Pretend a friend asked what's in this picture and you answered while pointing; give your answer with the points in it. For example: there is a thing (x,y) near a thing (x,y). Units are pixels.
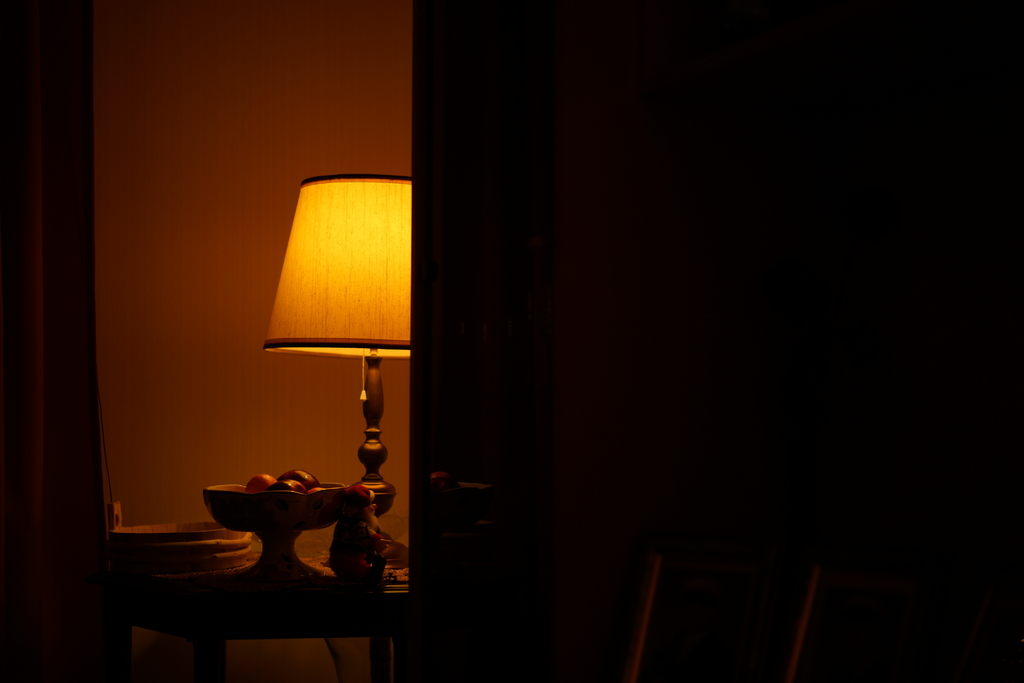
On this table (228,613) there is a lamp (370,332), toy (347,538) and things (265,554).
